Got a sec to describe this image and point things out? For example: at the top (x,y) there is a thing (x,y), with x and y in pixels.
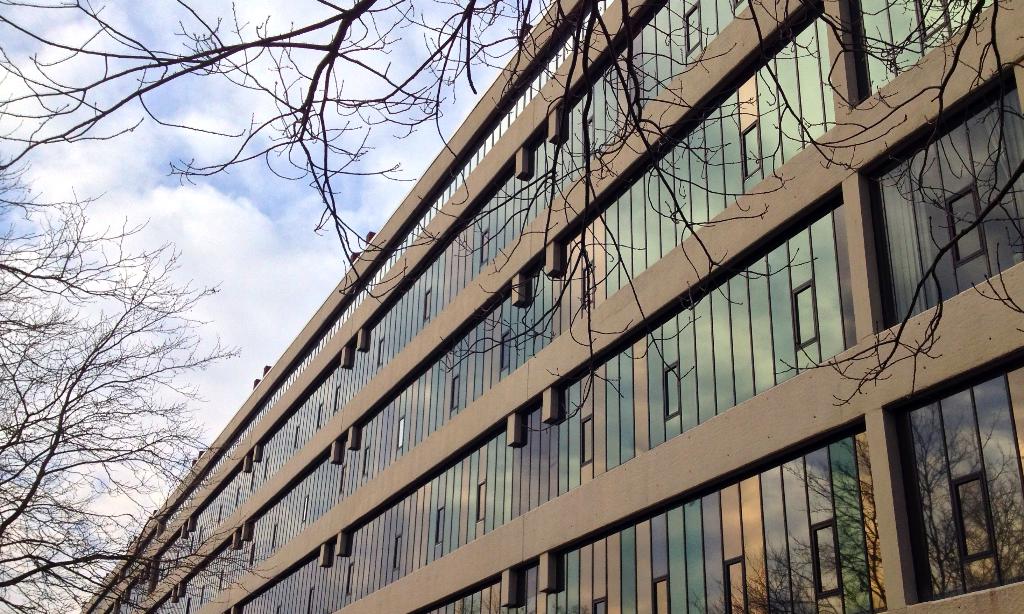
There is a building (516,363). Near to the building (626,410) there are trees (266,159). In the background (219,152) there is sky (194,195) with clouds (194,264).
